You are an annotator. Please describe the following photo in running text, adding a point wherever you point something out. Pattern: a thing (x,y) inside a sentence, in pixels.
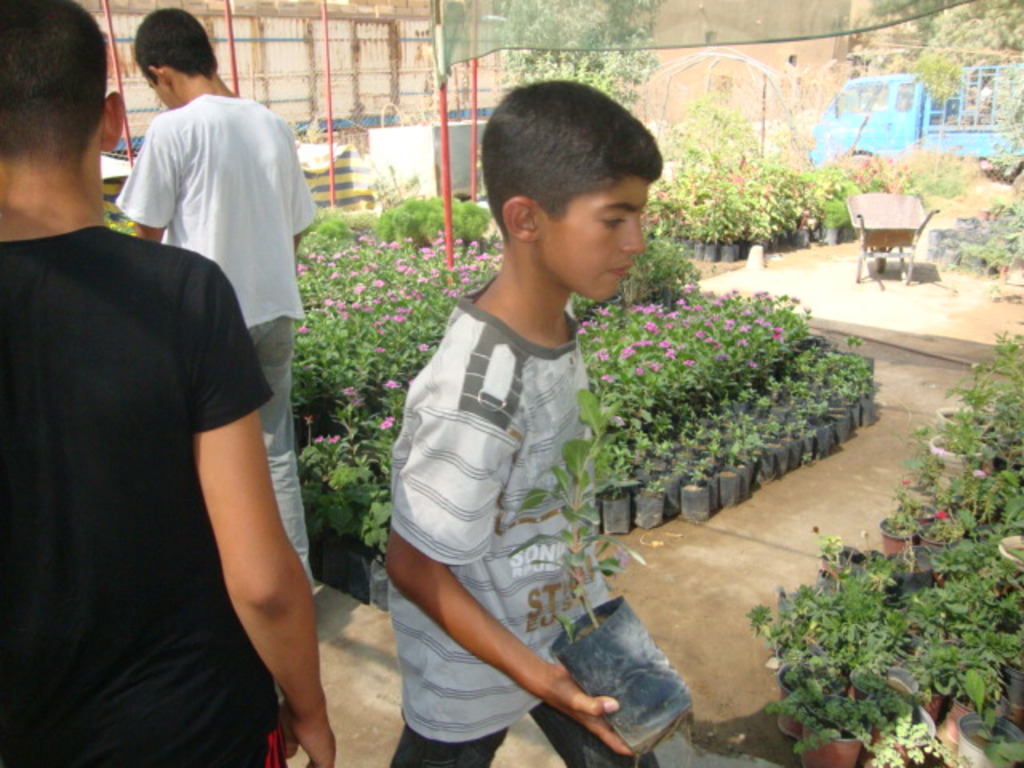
In this image I can see a person (132,434) wearing black colored t shirt (103,438) and another person (451,488) wearing grey colored t shirt (498,479) is standing and holding a plant (641,684) in his hand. In the background (694,451) I can see few plants (684,427), few flowers (342,311) which are pink in color, a person's (272,454) standing, a blue colored vehicle (866,96), few red colored poles (446,106), a trolley (912,212) and the green colored net (512,47).
